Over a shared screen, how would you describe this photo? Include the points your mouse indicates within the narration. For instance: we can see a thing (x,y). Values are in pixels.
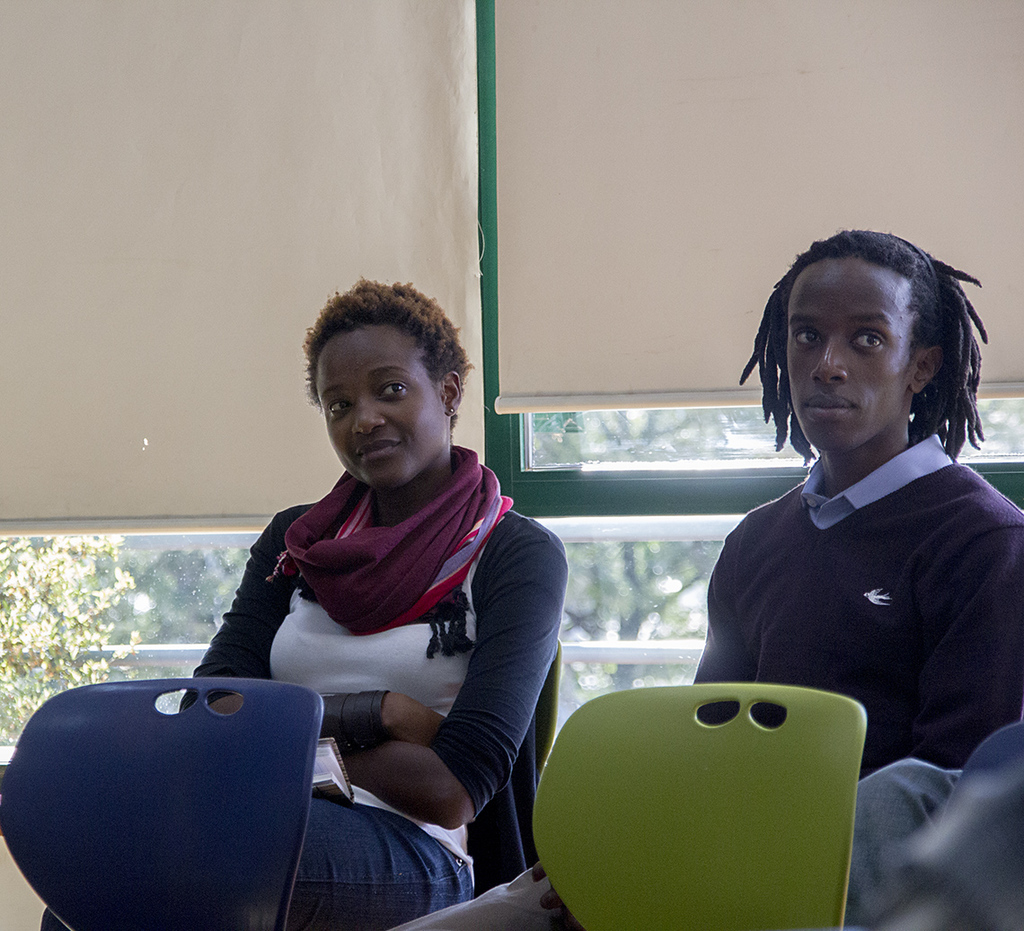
On the background (579,211) we can see windows (712,480) with curtains (551,118). Here we can see persons (981,547) sitting on chairs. Through window glass (156,560) we can see trees (102,600). In Front of the picture we can see two chairs (290,801) in blue and green in colour.
